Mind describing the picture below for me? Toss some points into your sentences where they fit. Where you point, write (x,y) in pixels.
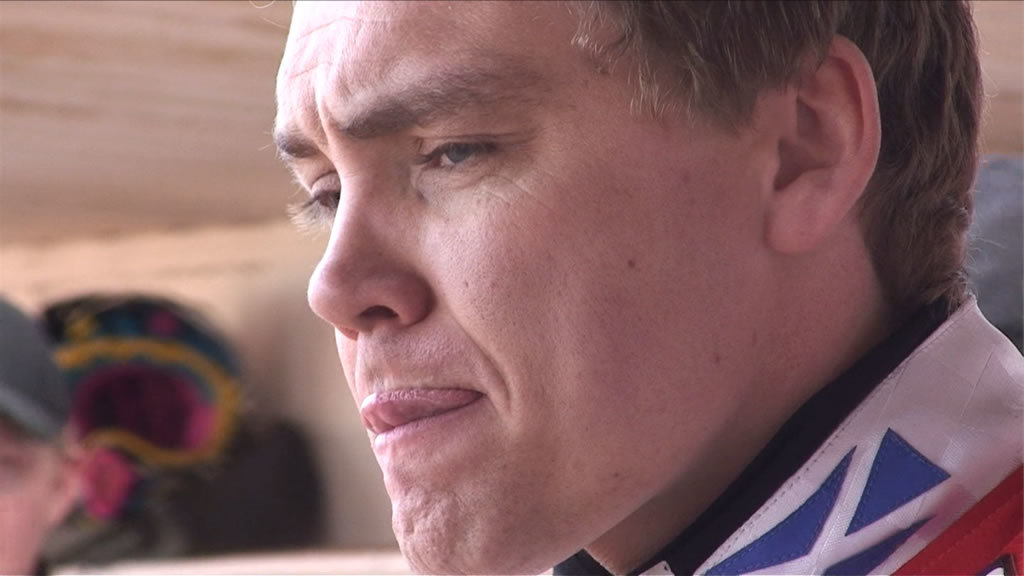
In this image I can see a person (462,310) facing towards the left side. On the left side (14,482), I can see another person's head (19,426). The background (166,392) is blurred.
